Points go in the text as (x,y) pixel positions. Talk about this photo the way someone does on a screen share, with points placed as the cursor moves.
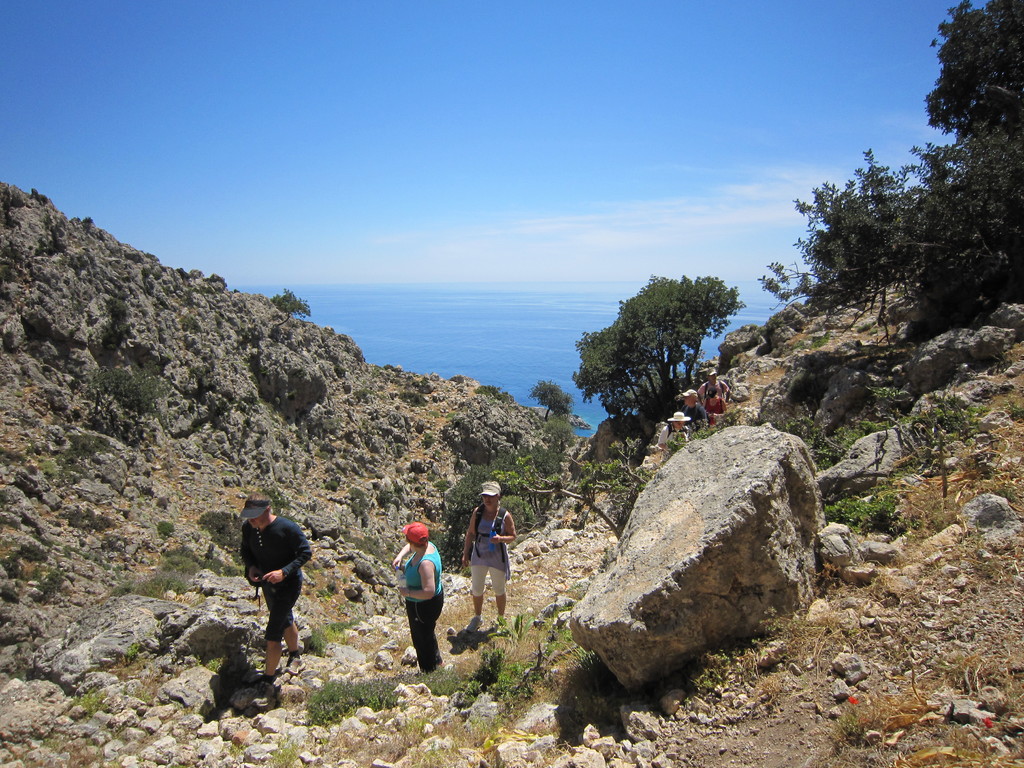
In this image in the center (447,510) there are persons (500,509) walking, and there are trees (564,396), there are stones (724,452) on the ground (825,592). In the background (471,338) there is water (508,330) and the sky (590,208) is cloudy.
